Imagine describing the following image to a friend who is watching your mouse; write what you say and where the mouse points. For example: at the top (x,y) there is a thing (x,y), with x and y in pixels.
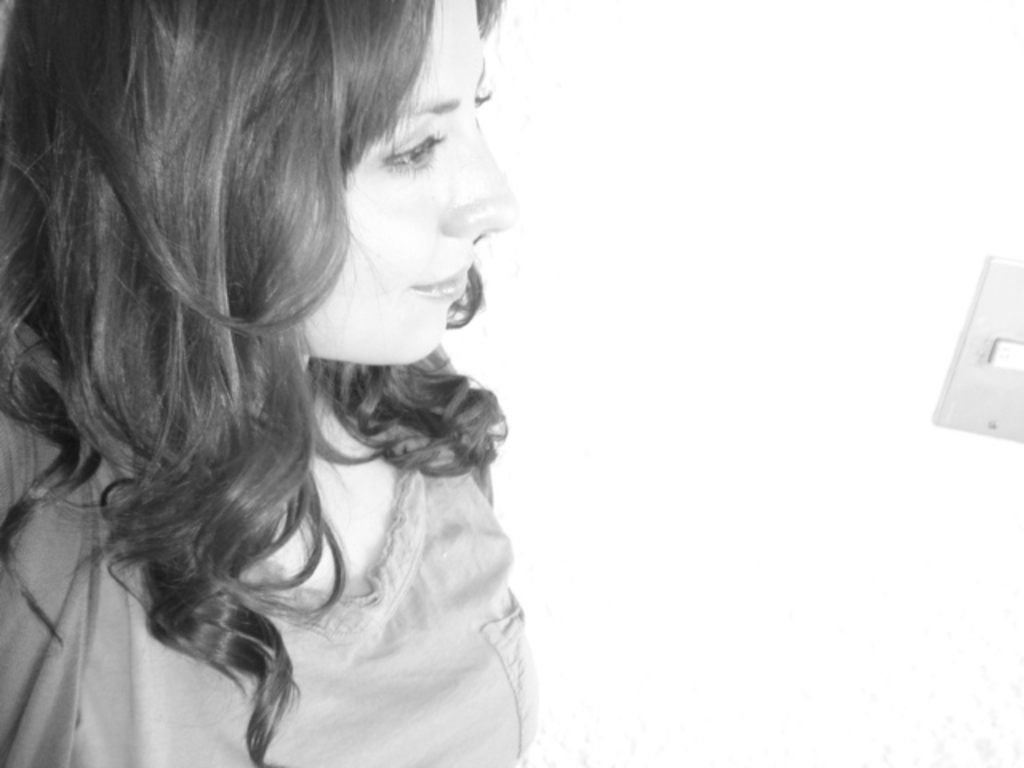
In this picture we can see a woman (342,547) here, it is a black and white image.
